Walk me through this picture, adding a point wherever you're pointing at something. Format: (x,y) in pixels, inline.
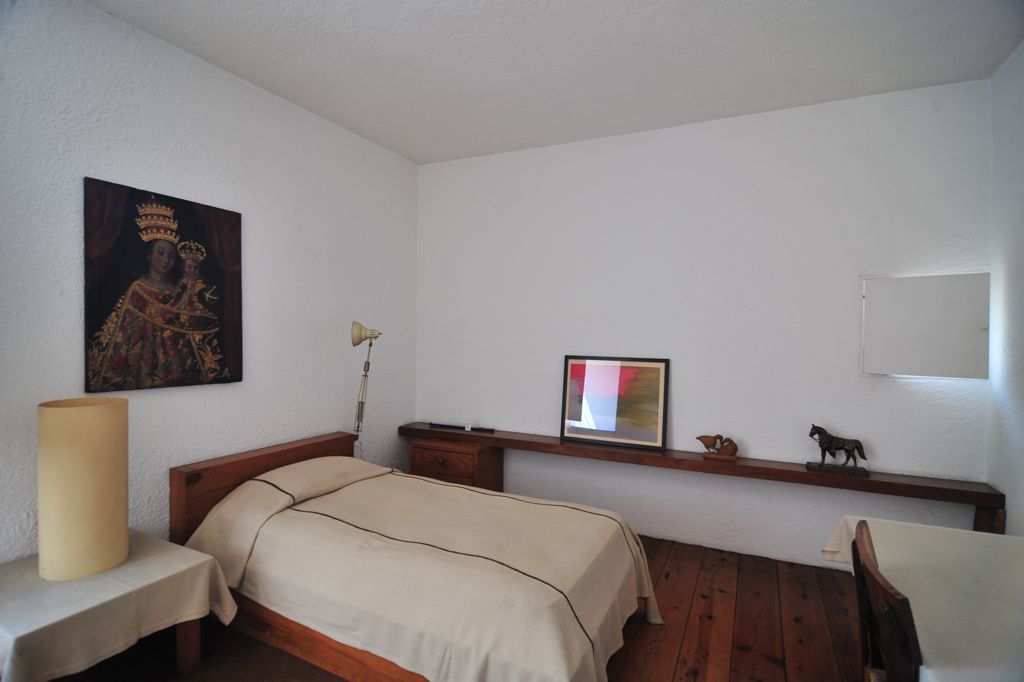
In this picture we can see the inside view of a building (624,627). On the wooden floor (650,627) there are tables (946,601), chair (898,624) and a bed (366,523). On the table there is an object (72,508). On the left side of the bed (375,536) there is a photo frame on the white wall (407,457). Behind the bed (248,497), it looks like a desk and on the desk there is a photo frame (635,401) and toys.
